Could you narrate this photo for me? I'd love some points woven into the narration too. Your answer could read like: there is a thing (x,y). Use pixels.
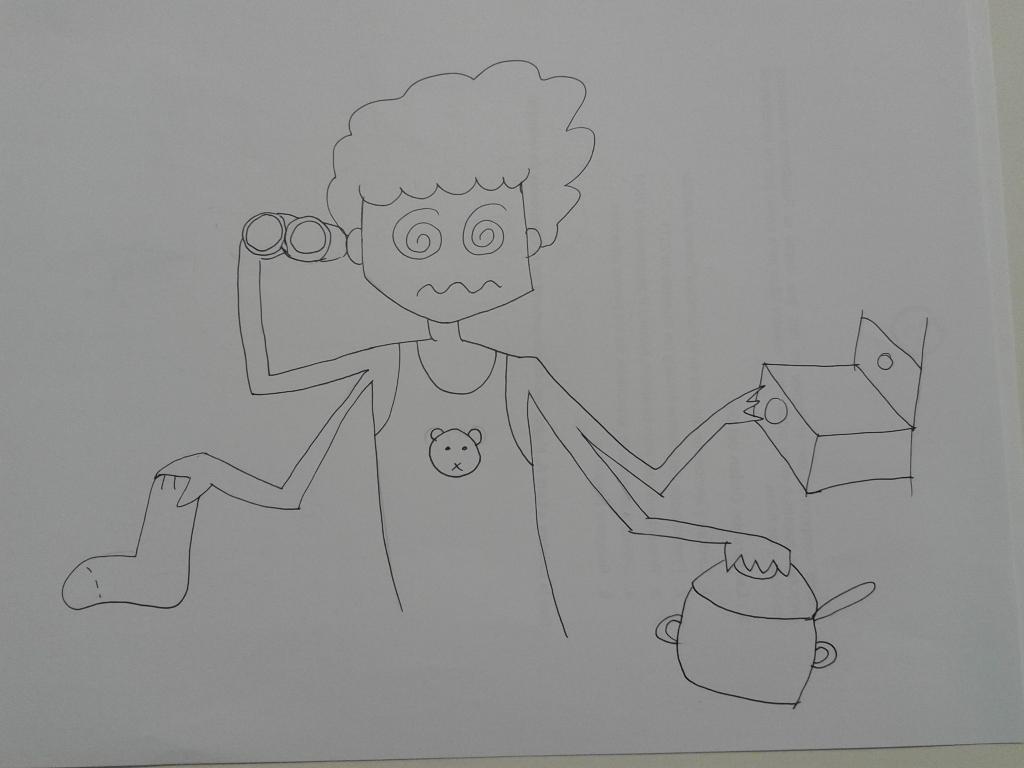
There is a drawing (387,230) of a boy (387,277) who is holding a pot (789,586) with one hand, keeping a hand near a box (791,443), holding an object (269,236) with one hand (259,263) and holding a sock (149,596) with the other hand (201,463). And the background of this chart (961,401) is white in color.
